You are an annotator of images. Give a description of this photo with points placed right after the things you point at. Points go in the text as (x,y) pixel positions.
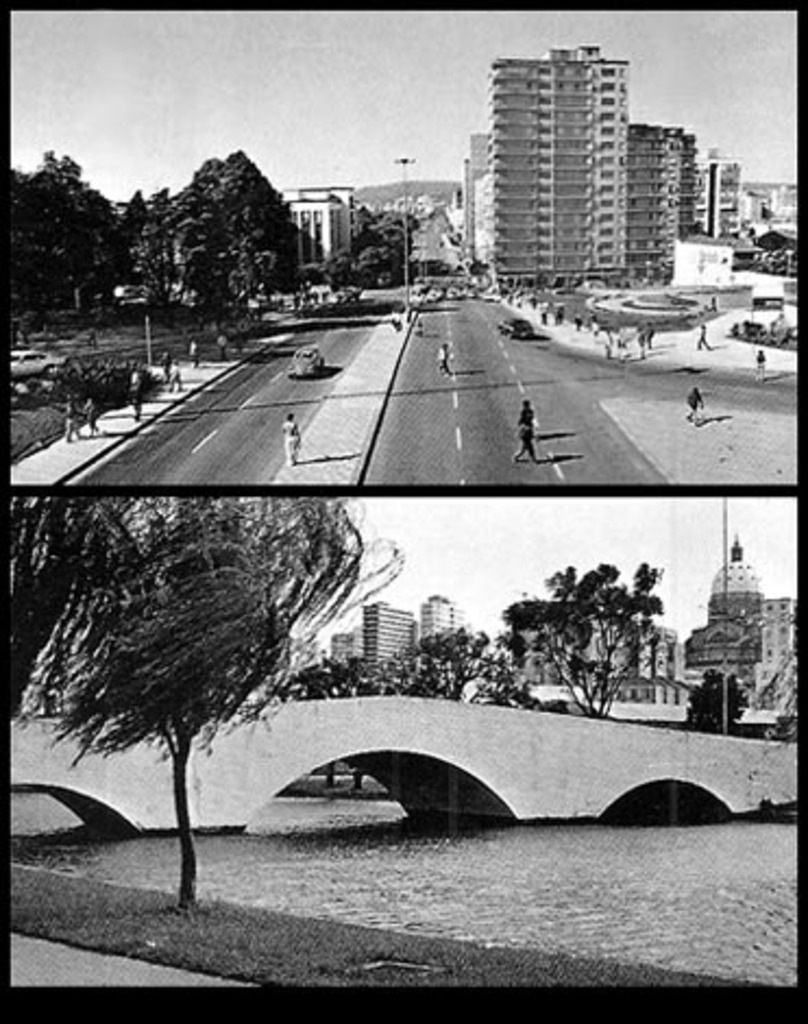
This is a collage, in this image at the bottom (211,720) there is a bridge (221,750), river (107,860), trees (265,702), buildings (766,657) and some poles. At the top of the image (67,266) there are some buildings (413,213), trees (101,270), poles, vehicles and some persons (697,406) are walking on a road (434,406) and at the top (415,51) there is sky (336,93).
